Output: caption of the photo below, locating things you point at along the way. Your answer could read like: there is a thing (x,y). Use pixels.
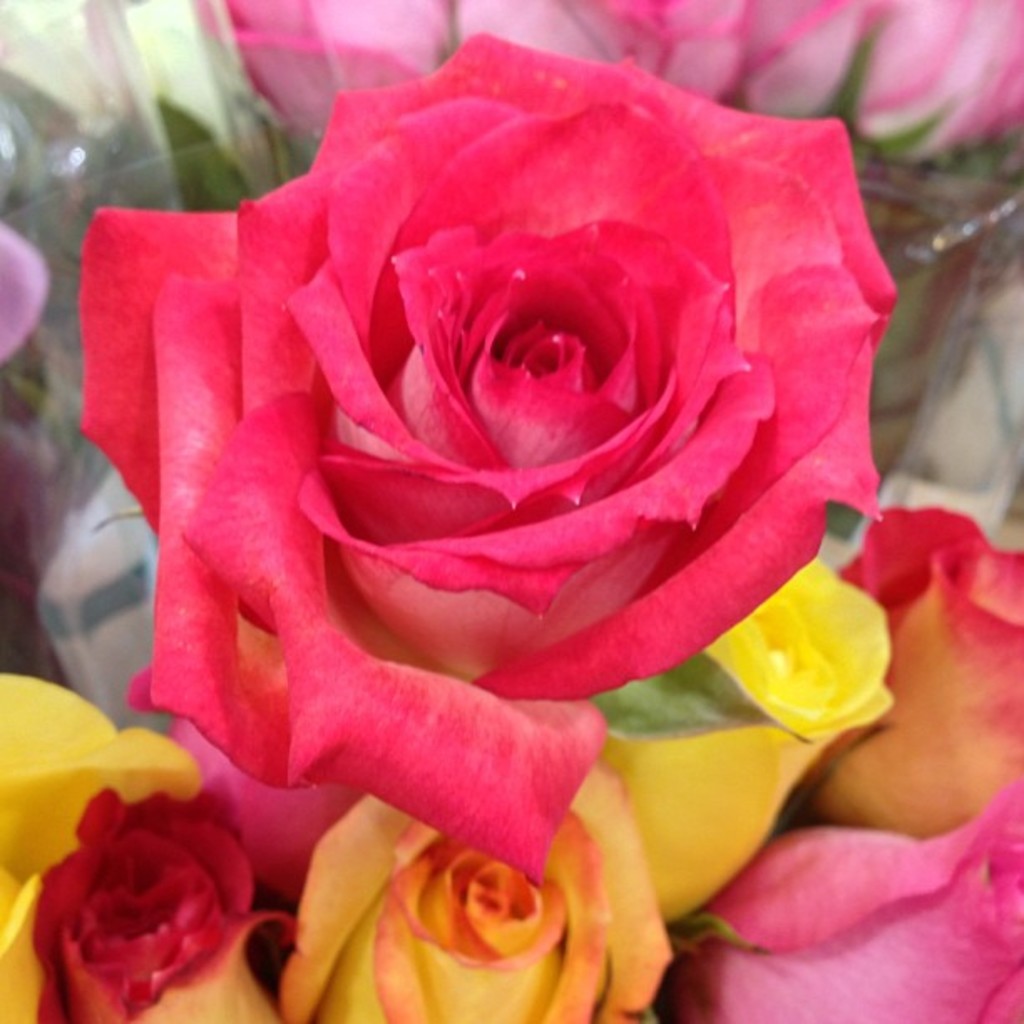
In this picture we can see colorful flowers (936,946) and cover (7,600).
